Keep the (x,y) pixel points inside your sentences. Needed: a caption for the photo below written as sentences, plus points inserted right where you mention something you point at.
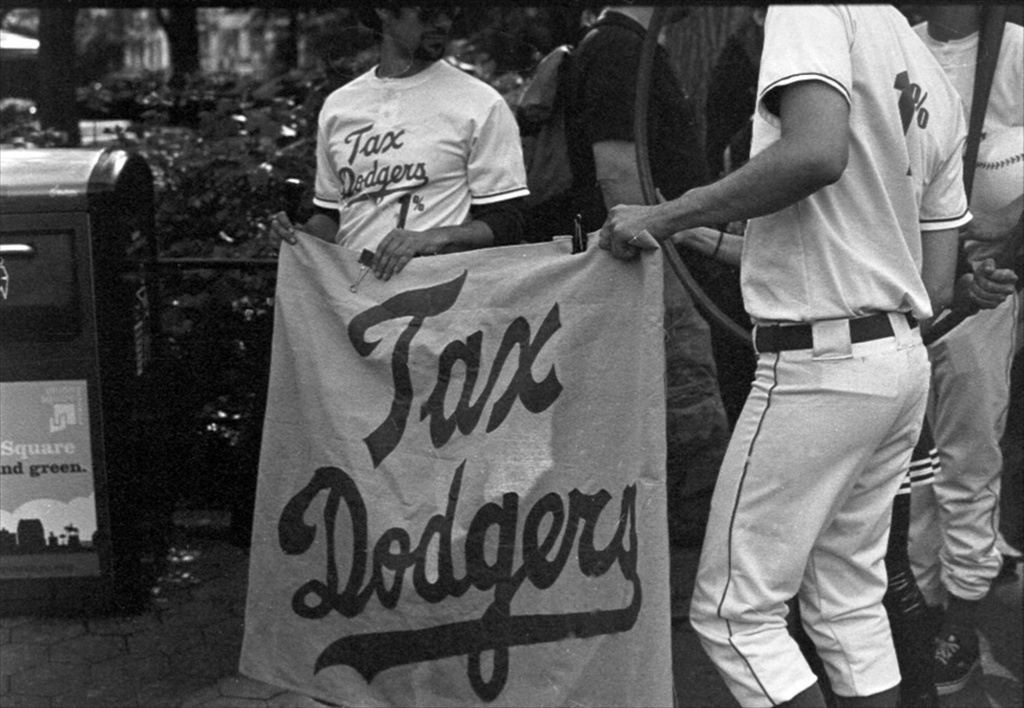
In this black and white image there are a few people (942,277) standing and holding a banner (492,462) with some text (528,320) on it and few (786,86) are holding some objects (645,113) in their hands (646,246) and there is an object (132,259) in front of them. In the background (266,24) there are trees (111,45) and buildings (126,35).
